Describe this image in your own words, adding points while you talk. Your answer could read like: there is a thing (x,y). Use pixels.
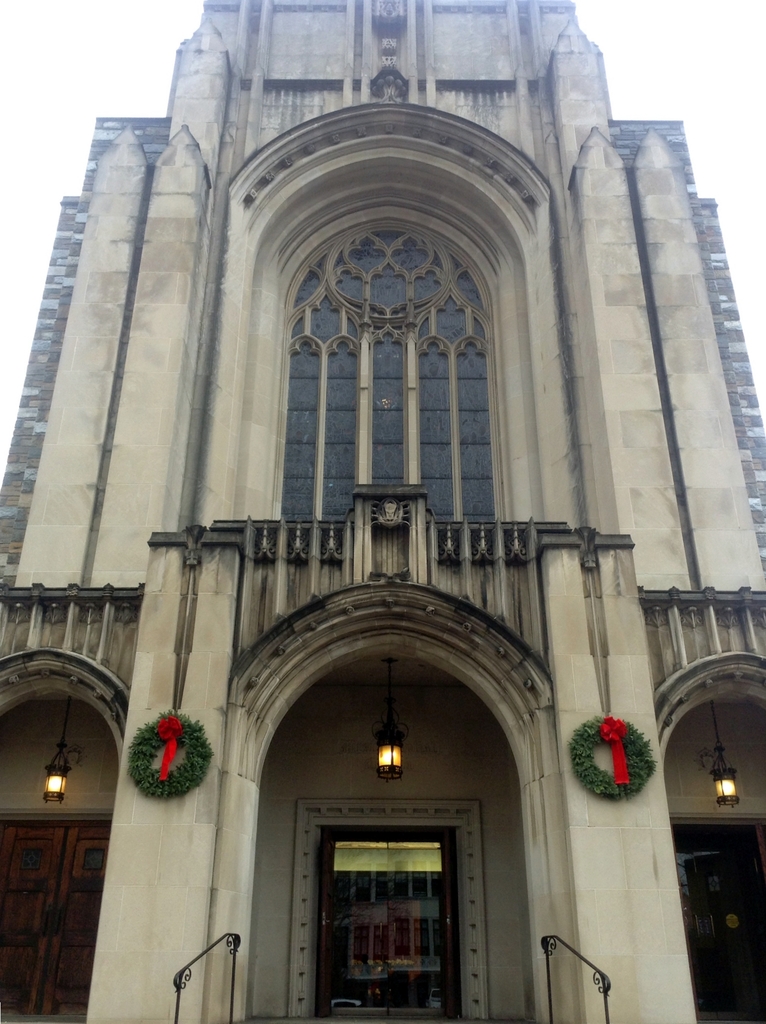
In this image I can see building (584,273) and lights (61,768) visible in the building (282,762).
